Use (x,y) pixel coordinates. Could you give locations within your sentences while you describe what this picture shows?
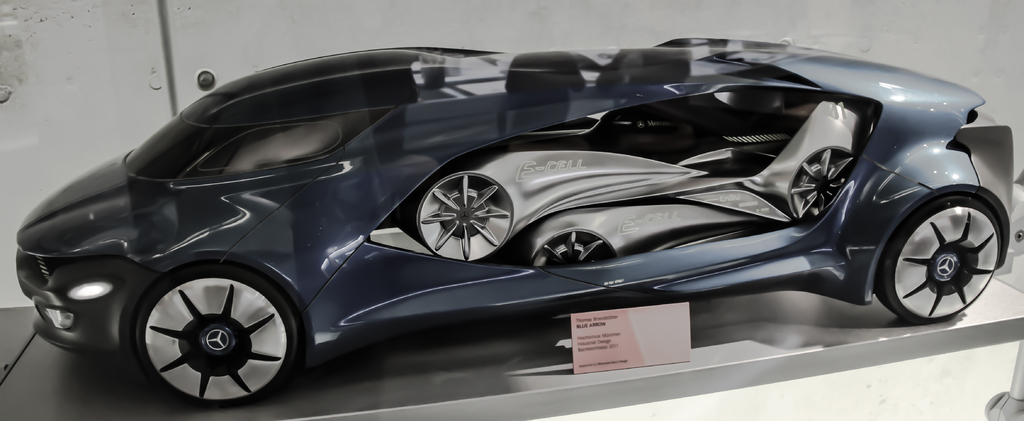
Here I can see a toy car (535,150). Beside this there is a small board (612,341) on which I can see some text (585,349). In the background (182,67) there is a wall (225,62).
